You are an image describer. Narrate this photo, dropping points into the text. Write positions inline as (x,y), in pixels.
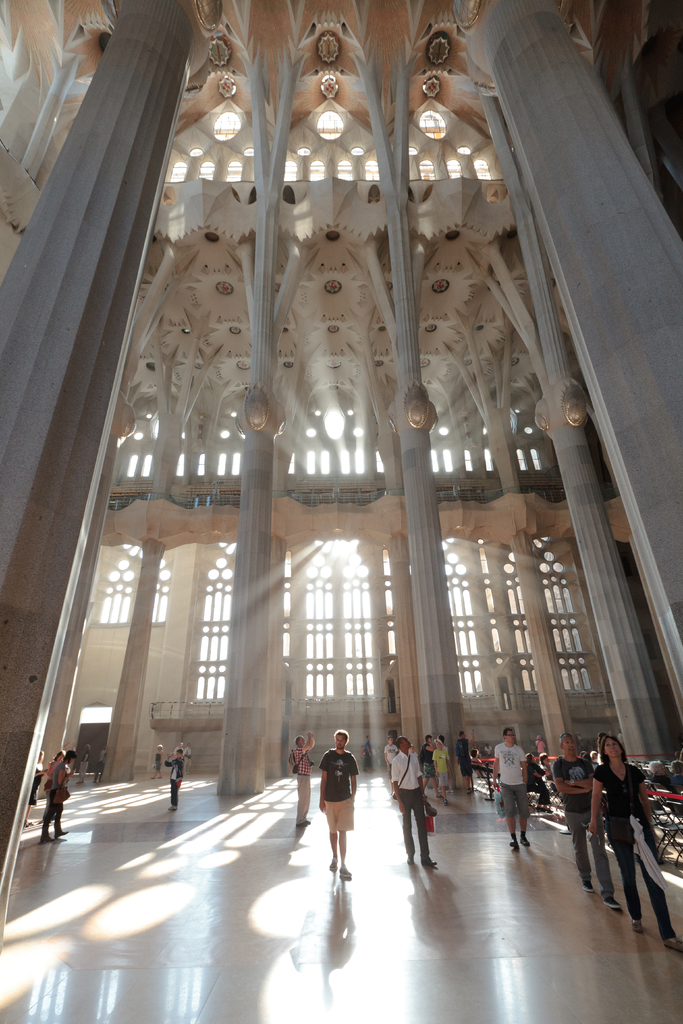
In this image I can see the interior (413,438) of the building (367,473). I can see few pillars (268,395), few persons (398,773) standing on the ground (254,916), few chairs (557,794) and few windows (349,591) through which I can see the sun rays (316,573) coming.
